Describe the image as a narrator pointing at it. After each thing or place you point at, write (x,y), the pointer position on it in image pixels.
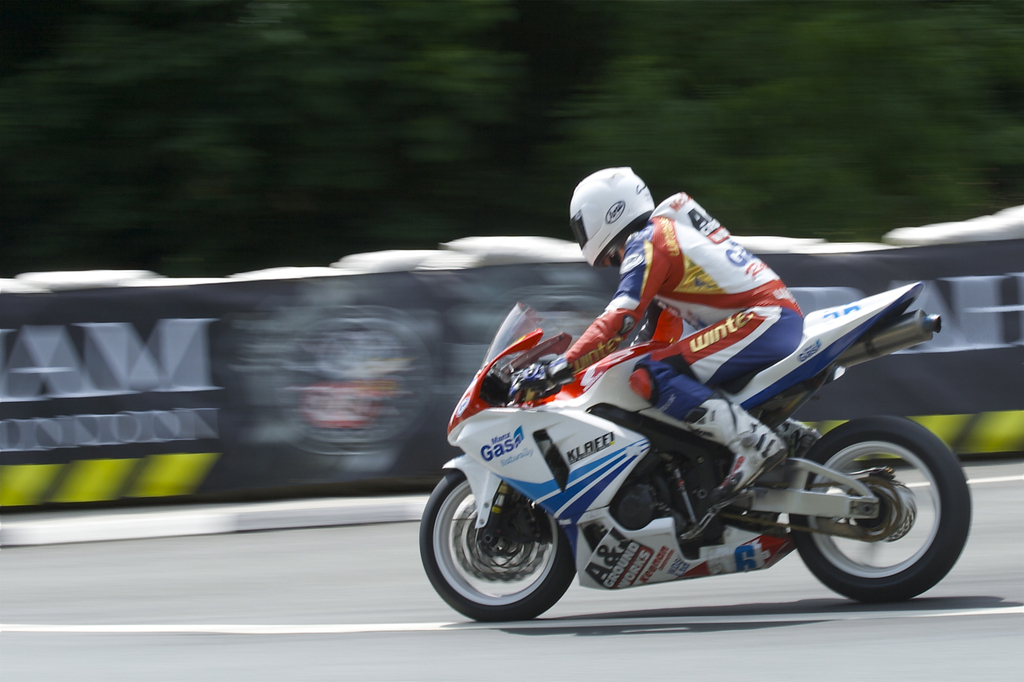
In this image we can see a person (713,252) wearing helmet (575,233) and gloves (536,368). He is riding a motorcycle (573,483) on the road (499,641). In the background (369,301) it is blur. And we can see objects (236,356) like banners (948,343).
